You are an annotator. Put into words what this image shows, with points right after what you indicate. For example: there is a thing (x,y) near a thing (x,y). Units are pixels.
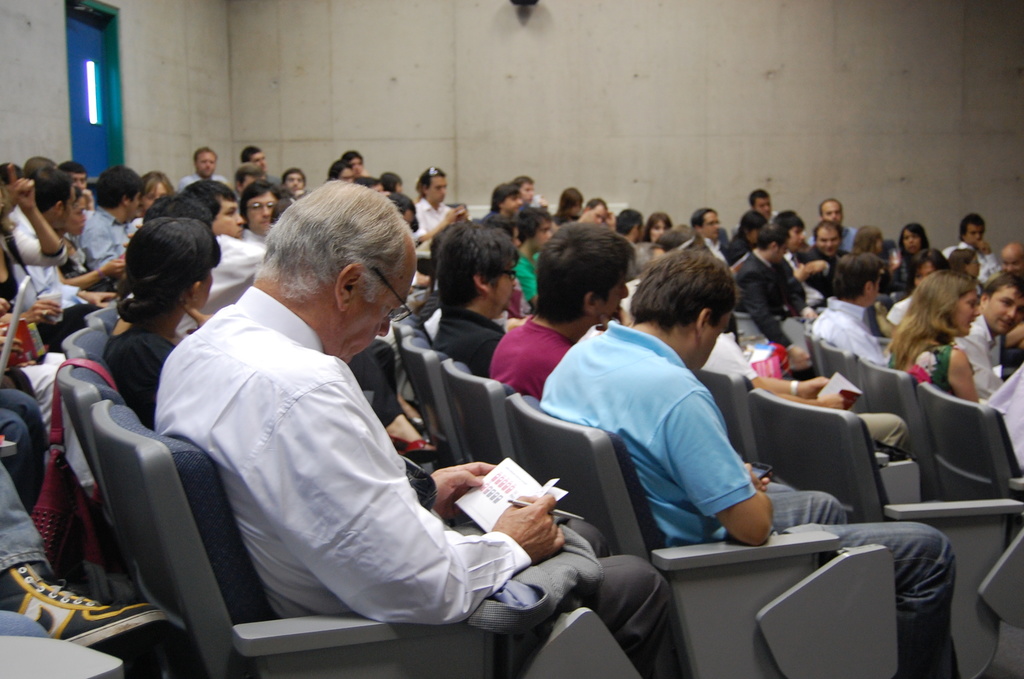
In this picture we can see a group of people (416,598) sitting on chairs (975,420), books (850,406), pen (562,513), bag (60,404) and in the background (564,83) we can see the wall (522,135).
